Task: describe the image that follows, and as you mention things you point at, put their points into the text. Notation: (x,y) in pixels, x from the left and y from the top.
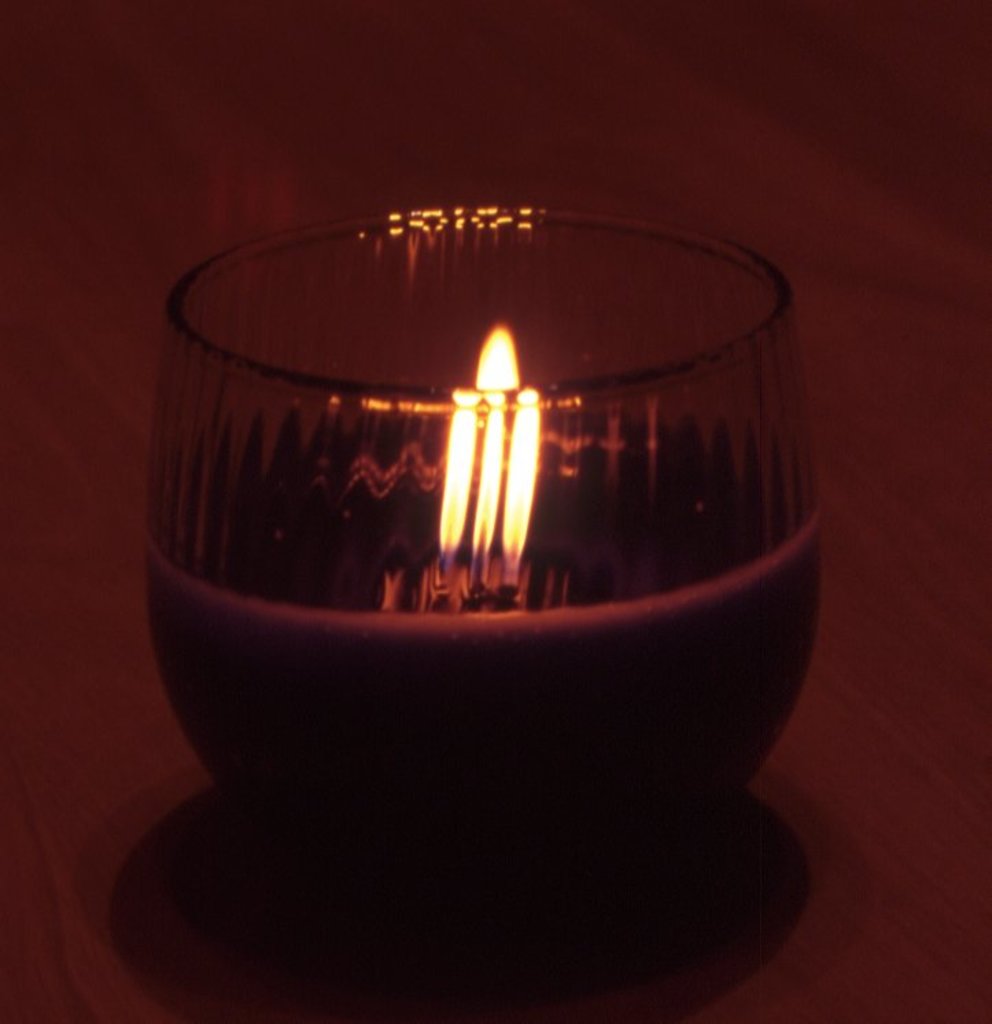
In this image, we can see the lamp (504,647) in a glass (307,336) placed on the surface (919,907).
